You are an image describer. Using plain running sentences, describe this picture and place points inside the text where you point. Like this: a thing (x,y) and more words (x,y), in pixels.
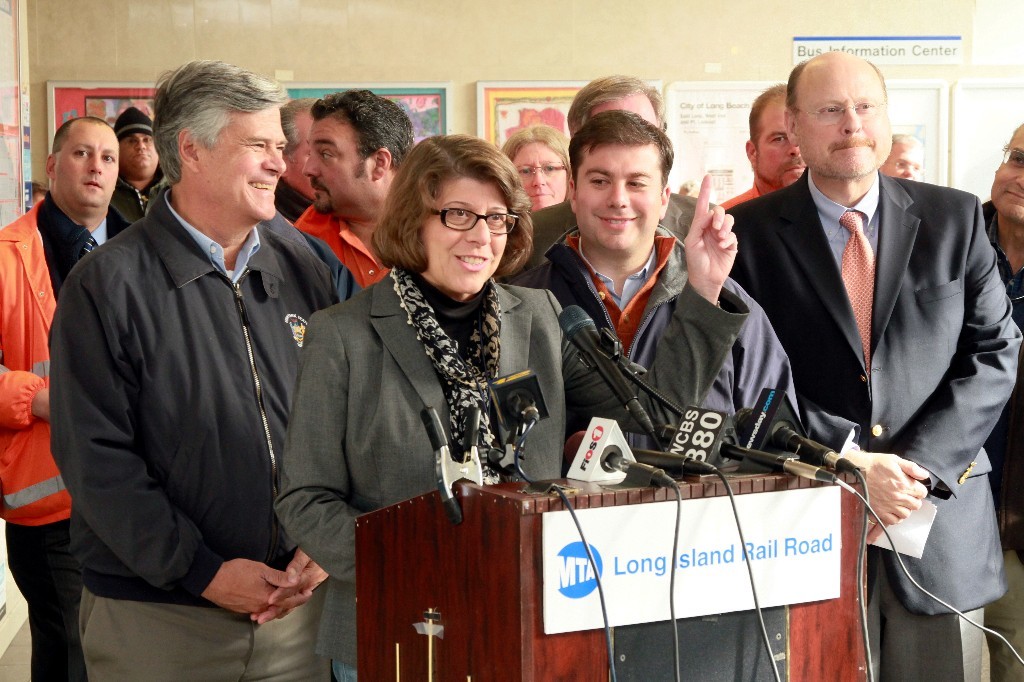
In this image we can see persons (399,239) standing on the floor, mics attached to the cables (746,547) placed on the podium (634,535) and wall hangings (429,90) attached to the wall (948,153).
